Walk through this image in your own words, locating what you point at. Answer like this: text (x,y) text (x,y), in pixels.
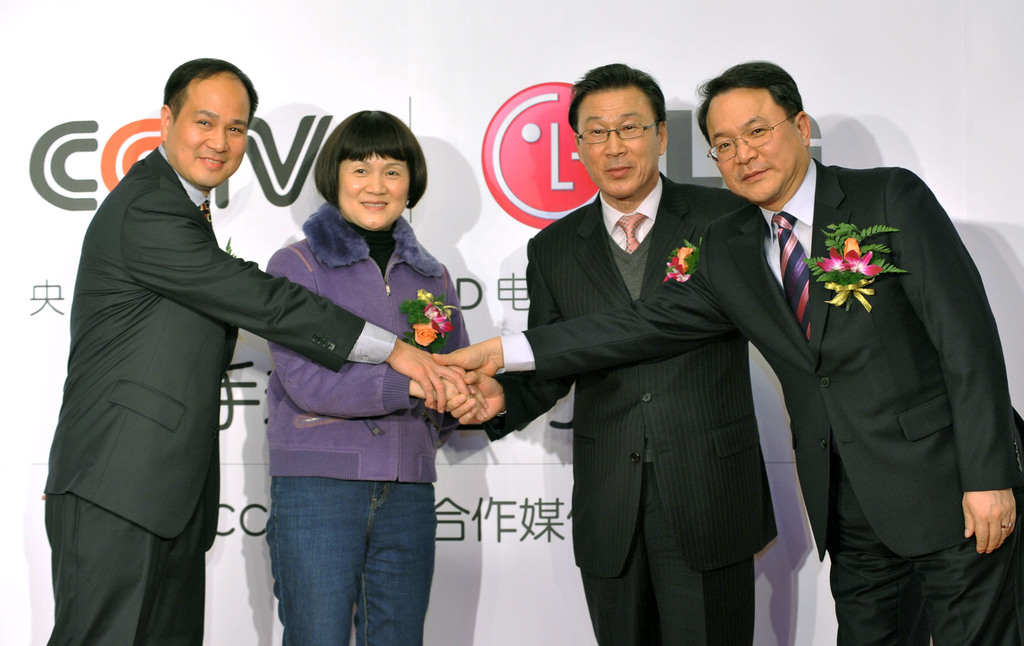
There are people (454,389) wearing flowers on their chests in the foreground area of the image (508,374), there is text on the poster (315,209) in the background (291,192).
